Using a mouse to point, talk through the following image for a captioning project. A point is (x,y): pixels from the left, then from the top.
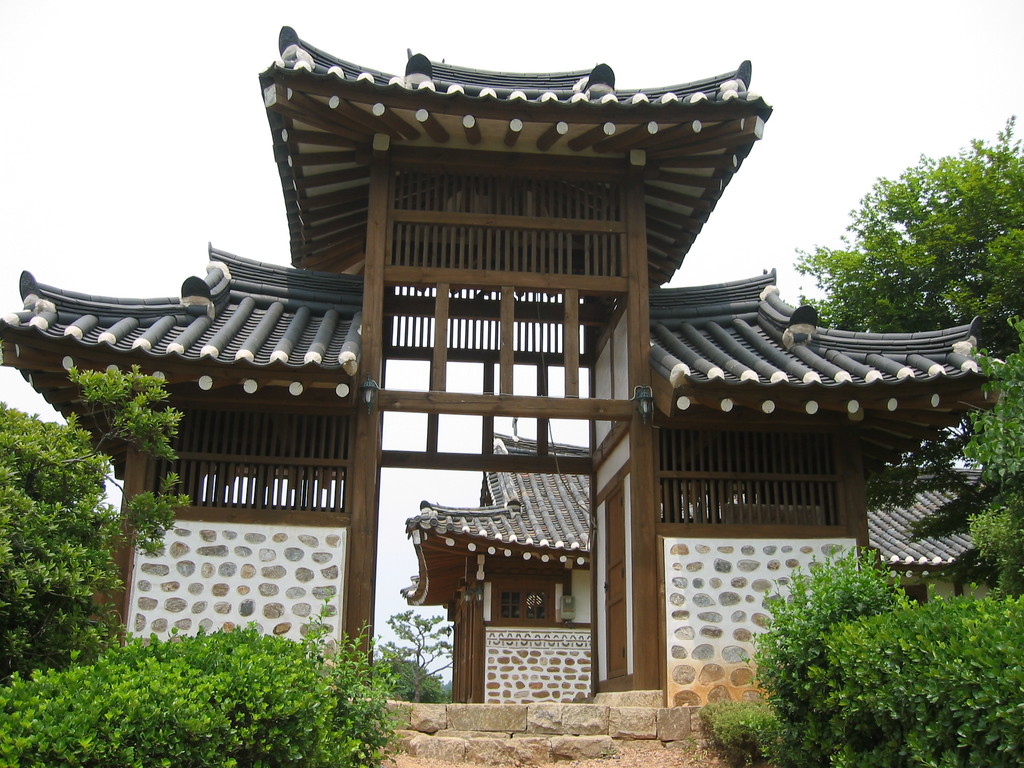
This image consists of an entrance (713,532) in the middle (538,434). There is something like a house (483,671) in the middle (490,511). There are bushes (111,552) at the bottom (391,672). There are trees (891,270) on the right side (975,426). There is sky (63,105) at the top (85,90).
